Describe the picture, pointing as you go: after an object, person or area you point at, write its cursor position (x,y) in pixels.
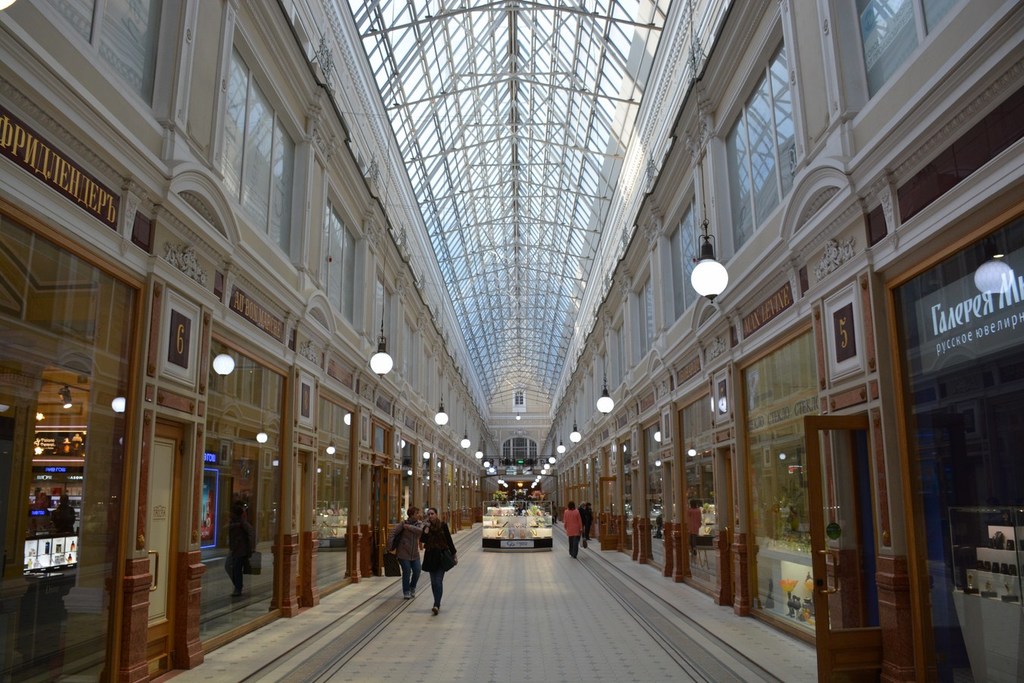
In this picture I can see people (432,550) on the floor (488,564). In the background (620,445) I can see lights (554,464), glass wall (213,496), doors (158,533) and ceiling (569,264).
